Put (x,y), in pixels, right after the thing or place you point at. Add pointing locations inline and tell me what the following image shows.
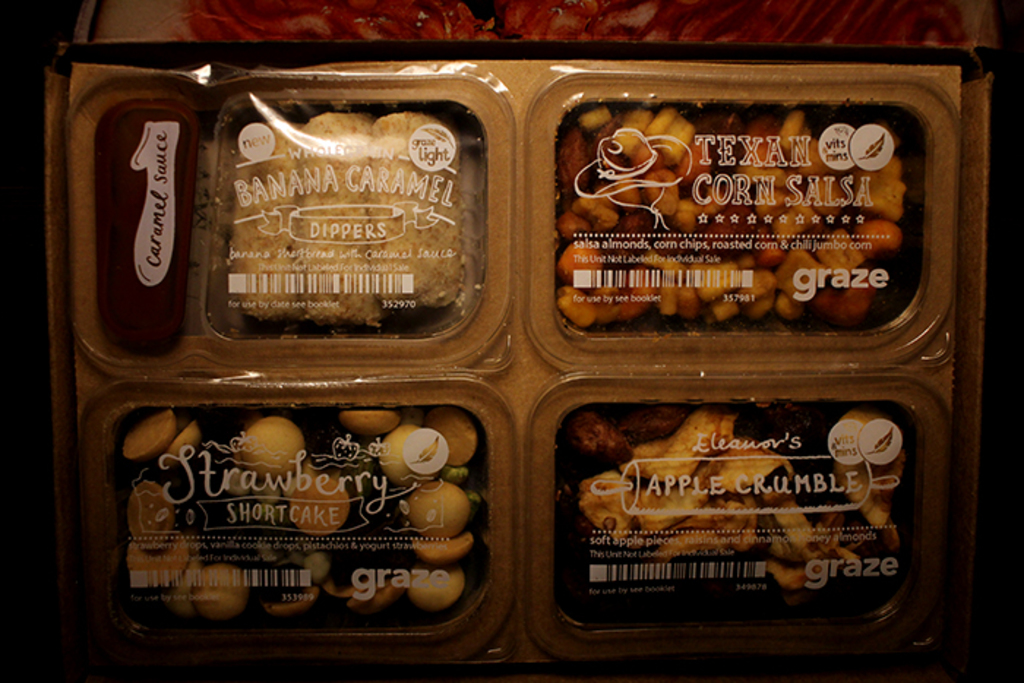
In this image, we can see some food items (748,550) packed in a box (843,57). We can also see some text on the top of the box (381,227). We can also see some object (120,20) at the top (225,23).
